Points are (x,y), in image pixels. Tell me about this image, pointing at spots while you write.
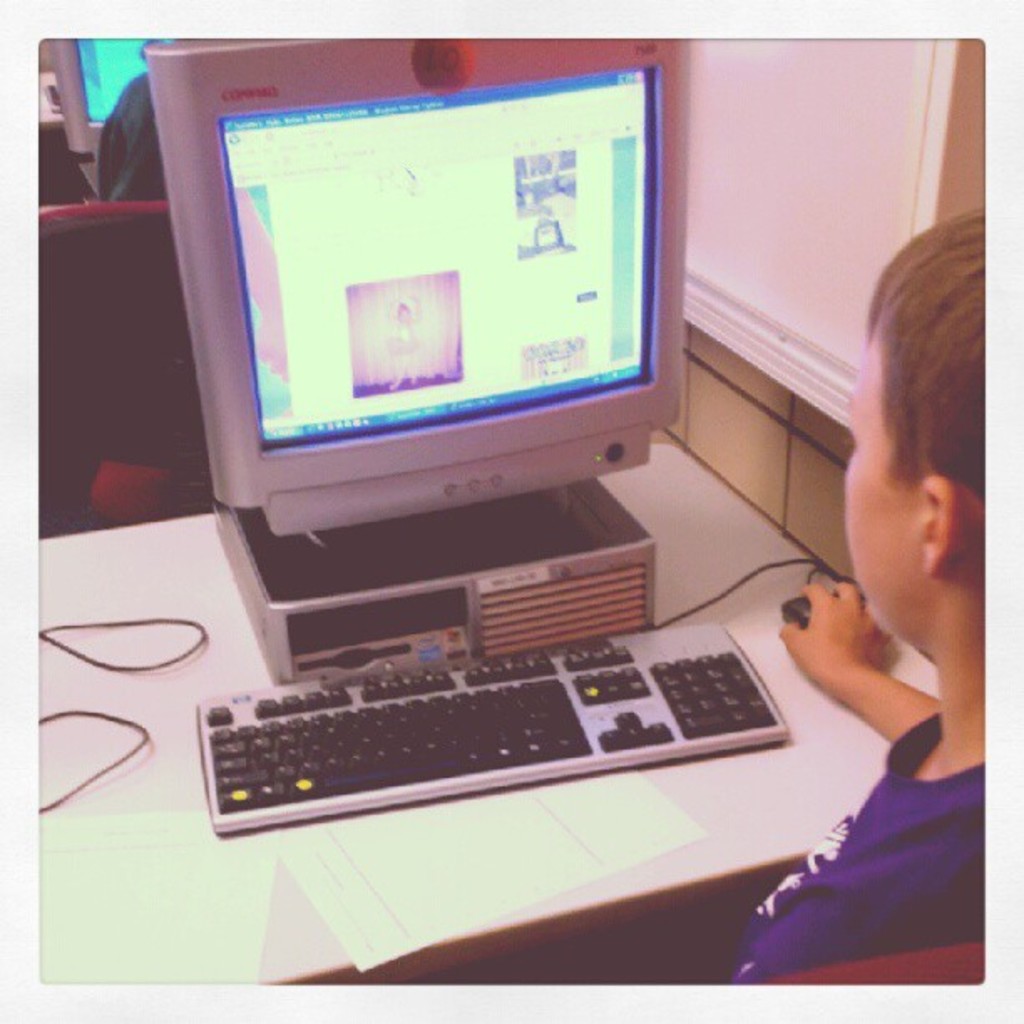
On the right side of the image (928,796), we can see a person (821,625) is holding a mouse (806,626). Here there is a table (731,812). On top of that, we can see the monitor (443,506), keyboard (605,737), wires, paper (456,896) is placed on it. Background (695,378) we can see wall (720,400), chair (152,260), cloth (127,149), screen (110,112).
